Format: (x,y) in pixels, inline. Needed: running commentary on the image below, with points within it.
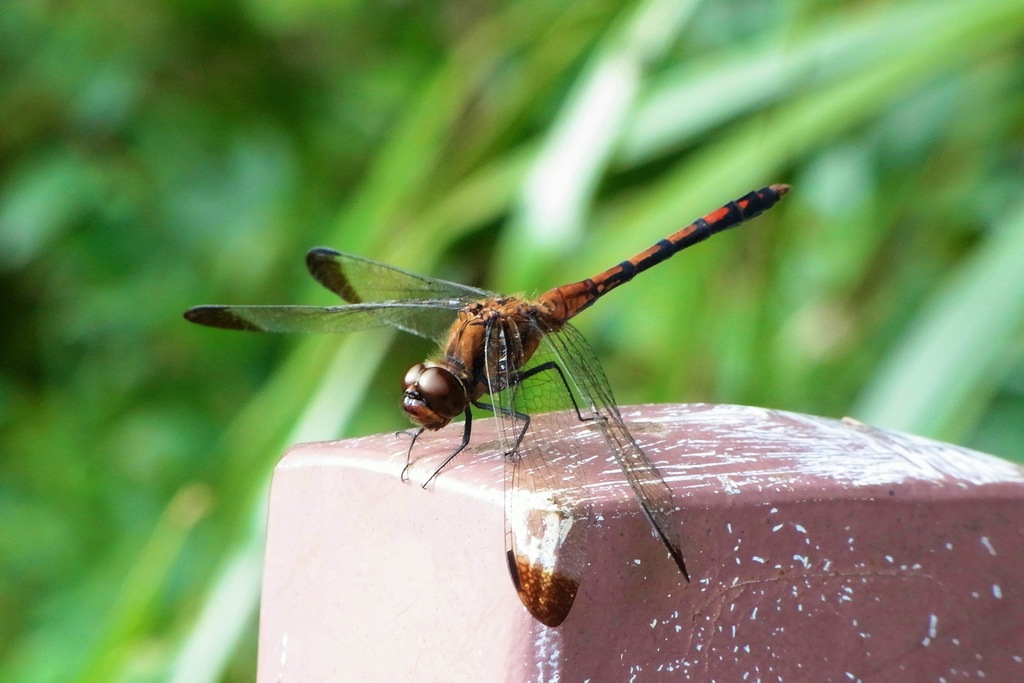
In this image there is a dragonfly (500,363) on the post (686,465). The background (251,178) is blurry.
